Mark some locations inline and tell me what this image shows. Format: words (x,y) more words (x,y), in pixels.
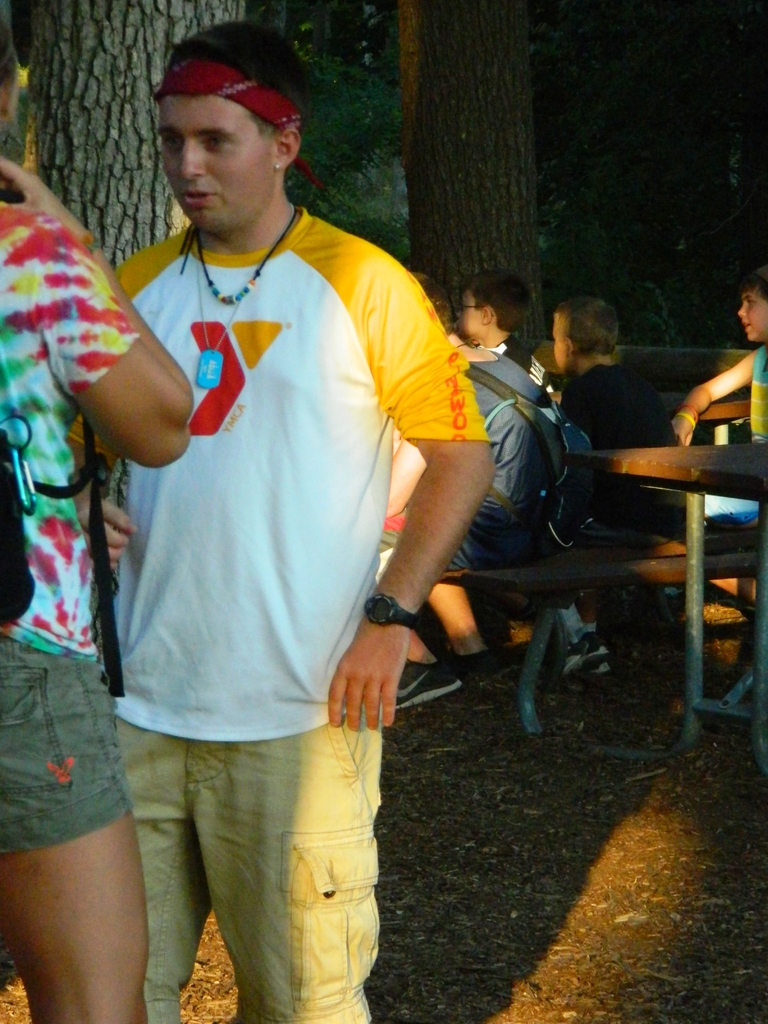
A man (256,452) wearing a white, yellow t shirt (339,412) is having a head band (232,87) and watch (394,603). He is standing and talking to a person (85,414) standing in front of him. Beside him there are many person (721,385) sitting on chairs (600,562) and tables (693,472). There are trees (398,63) in the background (398,63).
